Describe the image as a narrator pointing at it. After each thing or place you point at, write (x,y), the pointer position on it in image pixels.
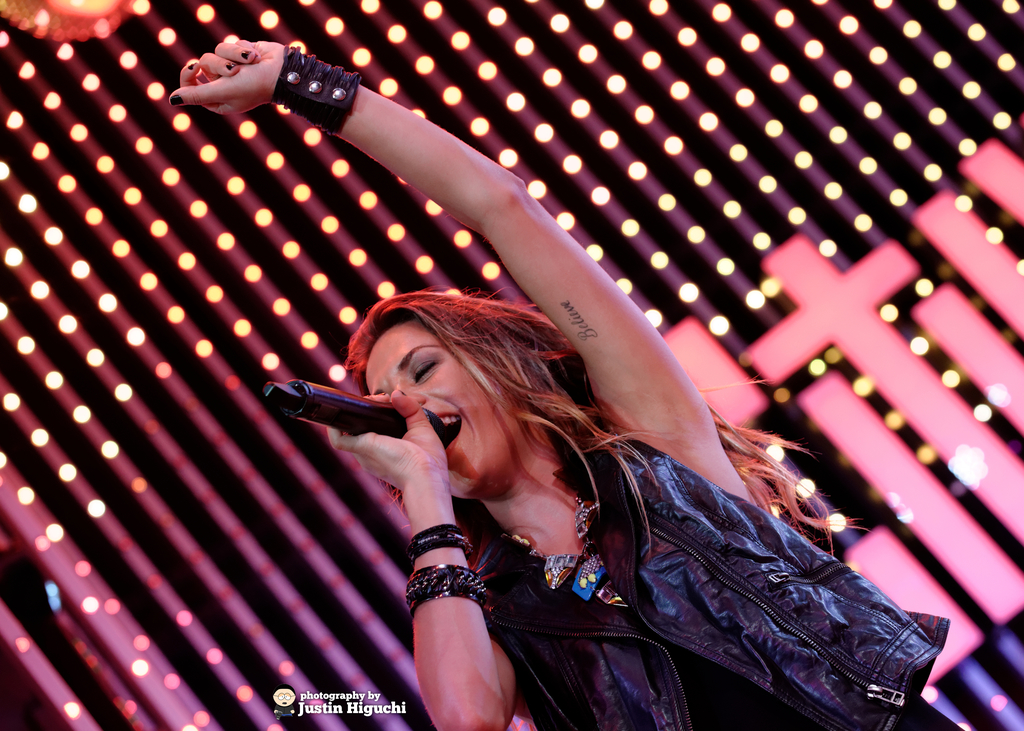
This is a woman (721,636) standing and singing a song. She is holding a mike (314,418). She wore a black leather jacket (742,599), necklace (582,592), bangles (476,575) and hand band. In the background (202,400), I can see the lights (204,344). This is the watermark (312,698) on the image.
